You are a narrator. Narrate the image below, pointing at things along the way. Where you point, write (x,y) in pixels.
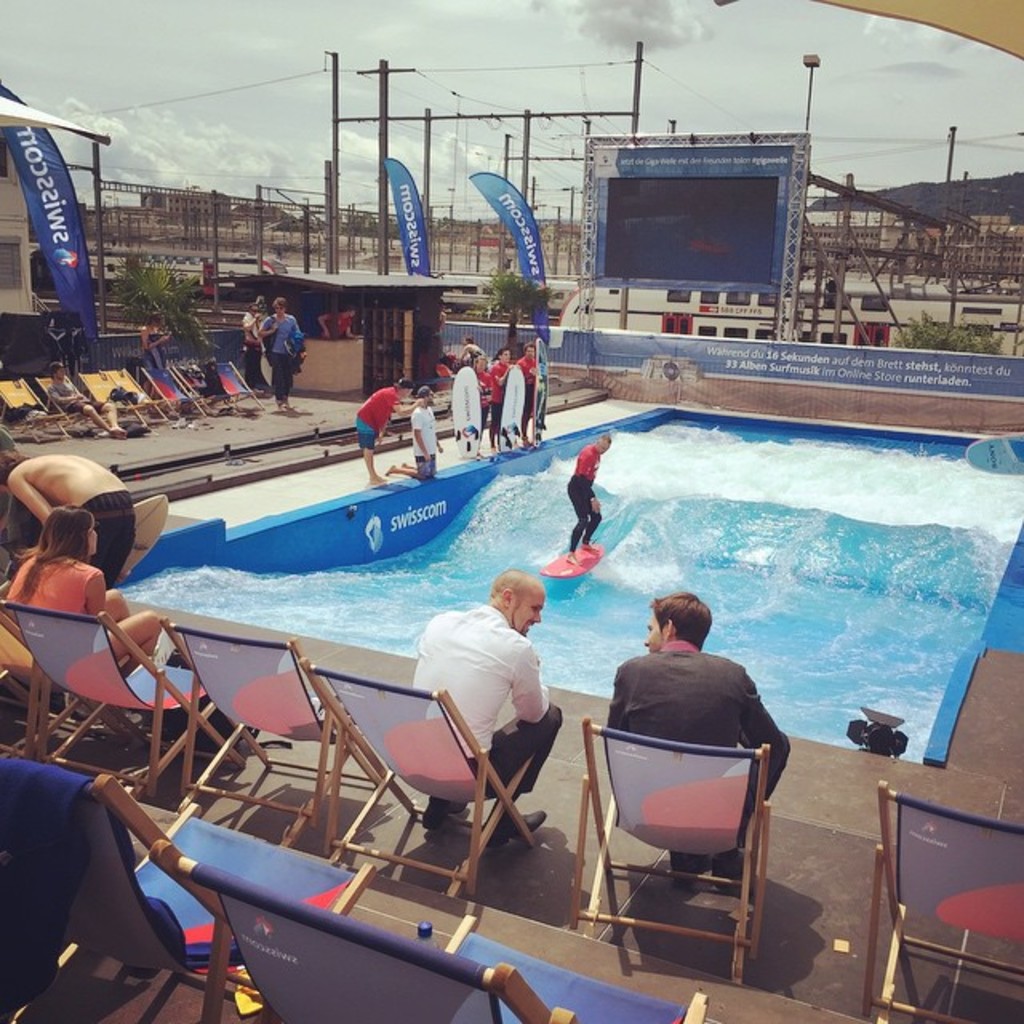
This is a picture taken near a swimming pool (571,523). In the foreground of the picture (588,732) there are beach chairs (440,770) and few people (68,560) sitting in it. In the center of the picture (421,427) there is a swimming pool (822,677) few standing along the swimming pool (574,594) and a man (577,499) surfing in the water (549,513). On the left (209,361) there are beach chairs (240,381) and many people (280,355). In the background (336,157) there are fencing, poles (425,110), street lights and a hoarding (615,164). Sky (494,59) is cloudy.
